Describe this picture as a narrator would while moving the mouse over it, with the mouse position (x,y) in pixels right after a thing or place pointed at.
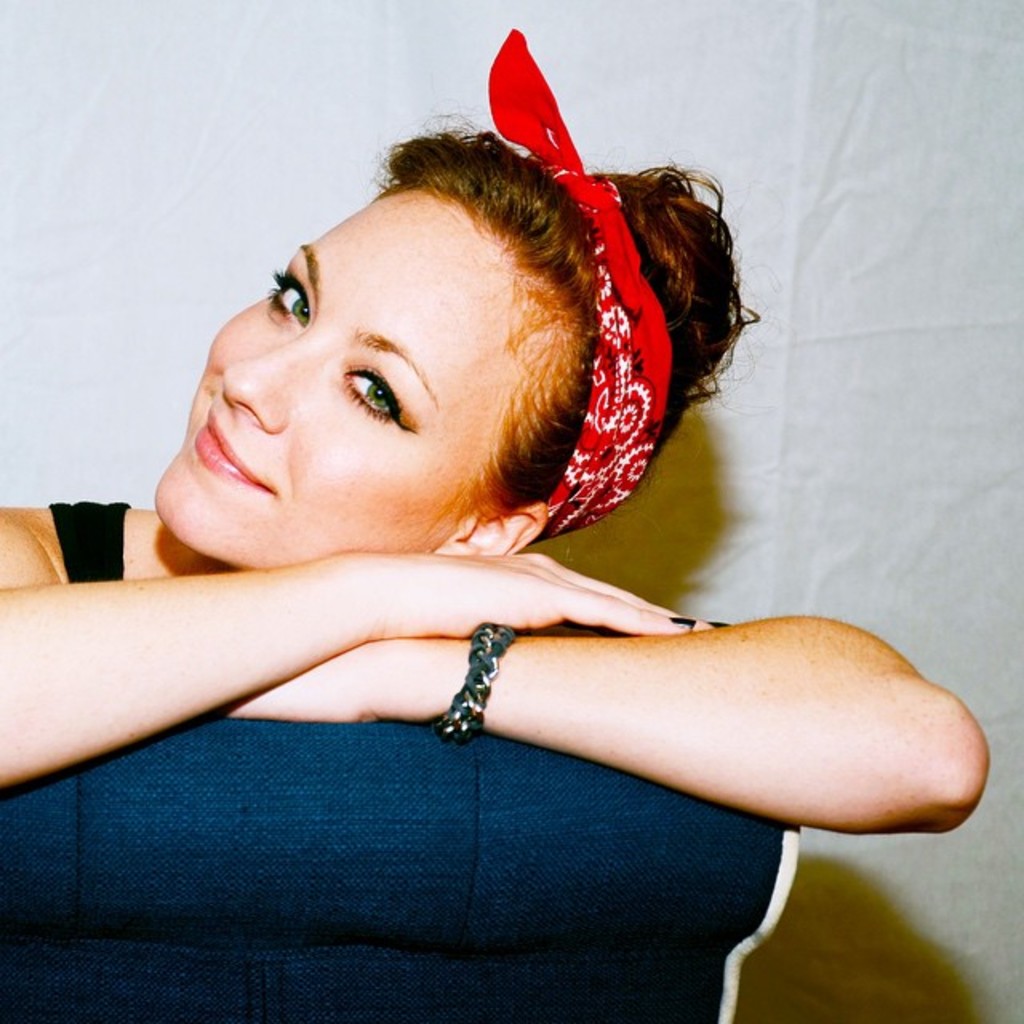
In this image, we can see there is a woman (397,600), smiling and sitting on a blue color object (511,810). And the background (886,80) is white in color.
